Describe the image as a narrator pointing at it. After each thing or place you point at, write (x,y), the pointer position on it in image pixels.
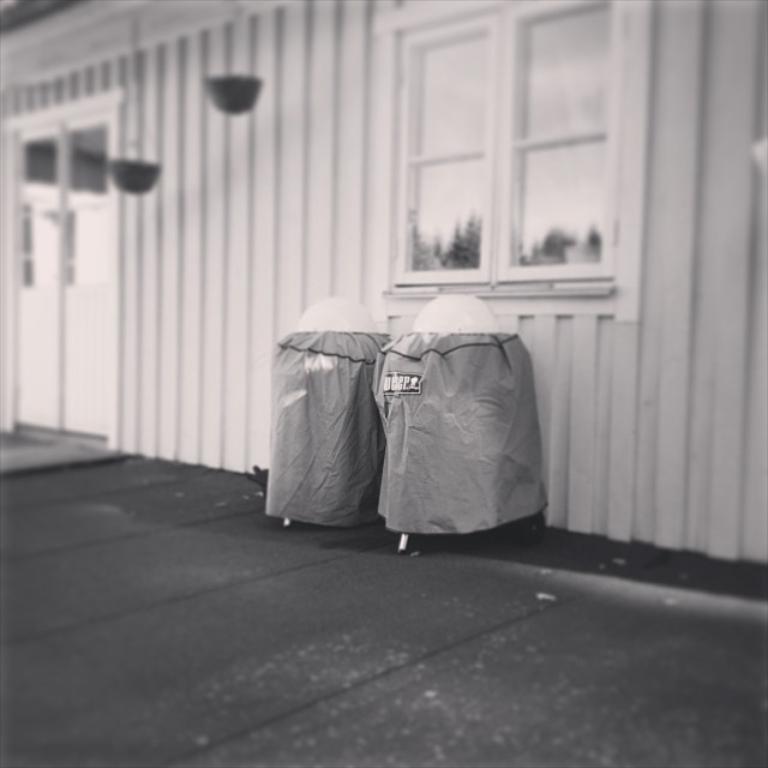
In this image there is a glass door (79,318). There are pots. There is a glass window (442,196) through which we can see trees (419,252). There is a wall (218,307). In front of the wall (574,372) there are two covered grills (412,462). At the bottom of the image (330,640) there is a paved floor (159,656).
